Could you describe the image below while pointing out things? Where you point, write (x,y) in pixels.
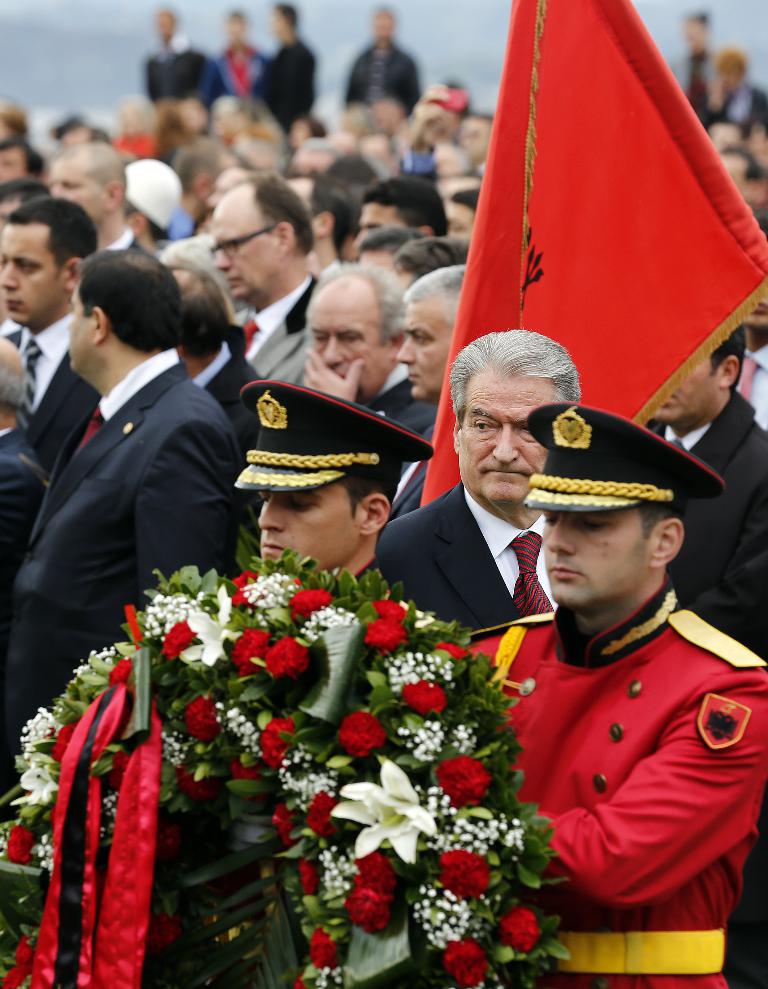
In this image, we can see people (541,487), flag (621,285) and flower bouquet (345,838). Background (246,7) there is a blur view.
